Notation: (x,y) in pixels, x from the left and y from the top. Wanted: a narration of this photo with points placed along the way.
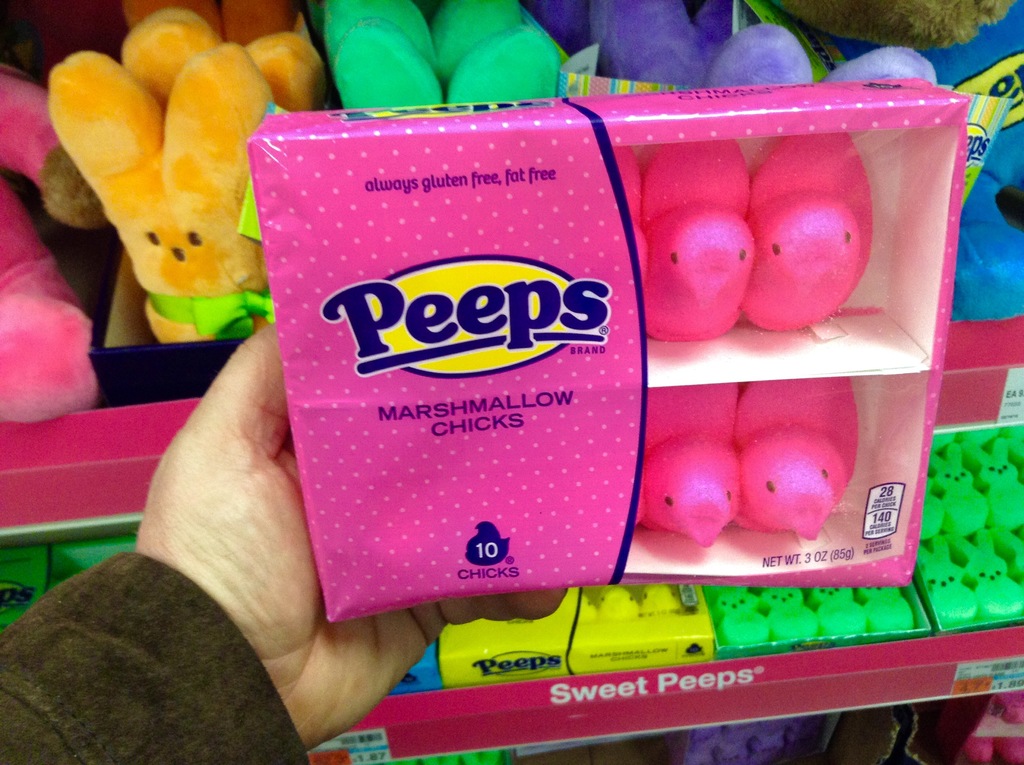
In this picture we can see the toys (904,39) in the racks (536,636). We can see a person's hand (277,514) holding a box (918,355). Inside the box (465,584) we can see marshmallow chicks (707,219).
